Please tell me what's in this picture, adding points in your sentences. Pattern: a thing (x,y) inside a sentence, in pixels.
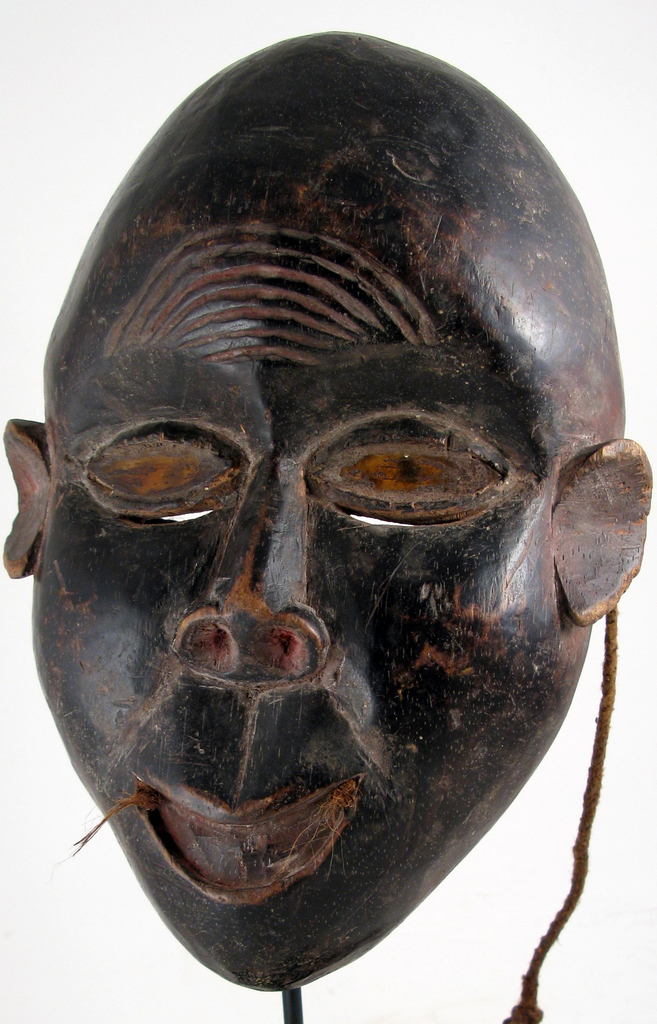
In this picture we can see a mask (559,204) here, we can see white color background (590,91).
